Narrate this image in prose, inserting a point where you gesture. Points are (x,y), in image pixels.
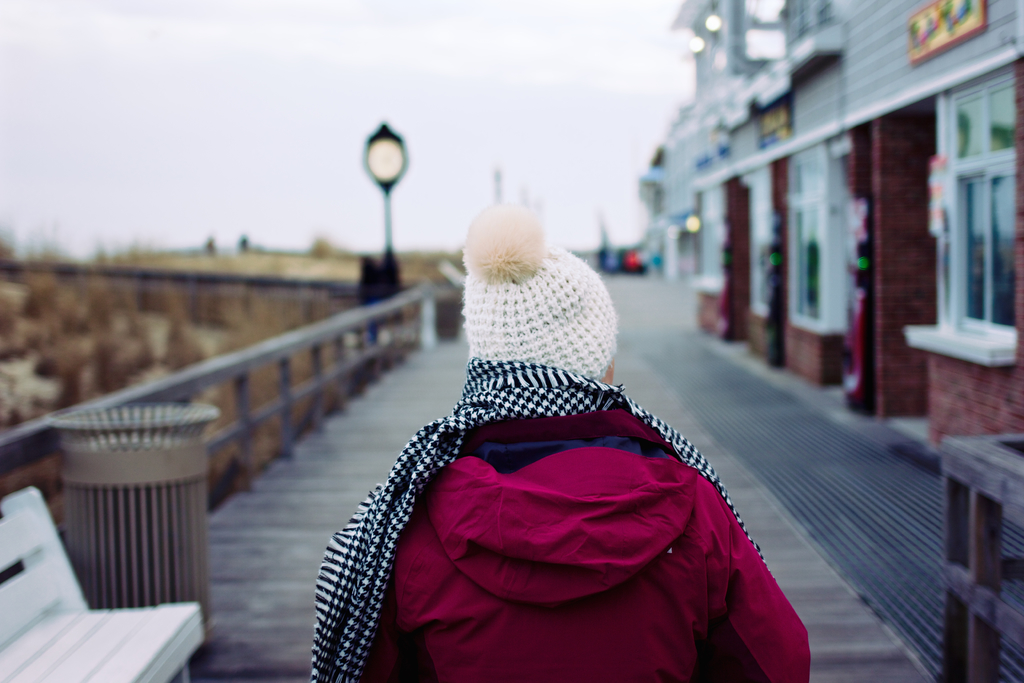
In the center of the image (539,276) there is a person (558,526) on the ground (914,430). On the right side of the image (913,300) we can see building (764,220). On the left side of the image (170,483) we can see plants (166,372), dustbin (162,469), bench (66,613) and light (404,159). In the background (343,139) there is sky (324,155).
